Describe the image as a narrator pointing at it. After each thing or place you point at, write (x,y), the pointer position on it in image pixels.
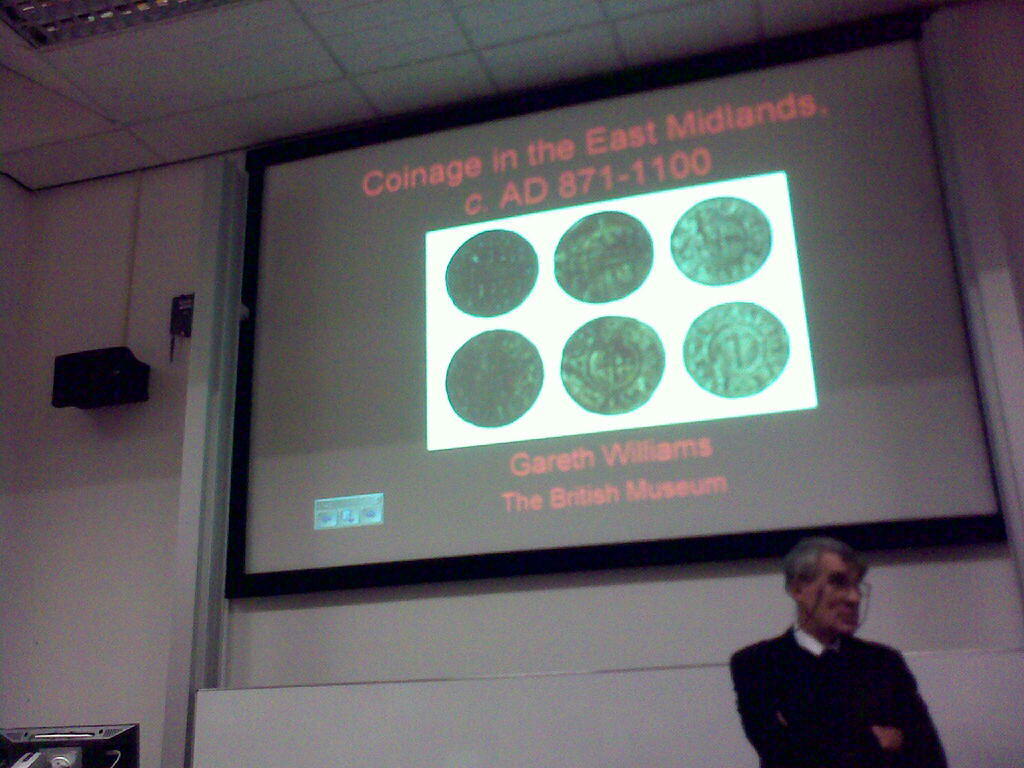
In this image we can see a person (813,675) standing and in the background (844,411), we can see a screen (550,447) with some text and pictures (554,334) and there is a speaker (113,379) attached to the wall (53,688). We can see a monitor (85,756) on the left side of the image (105,756).
